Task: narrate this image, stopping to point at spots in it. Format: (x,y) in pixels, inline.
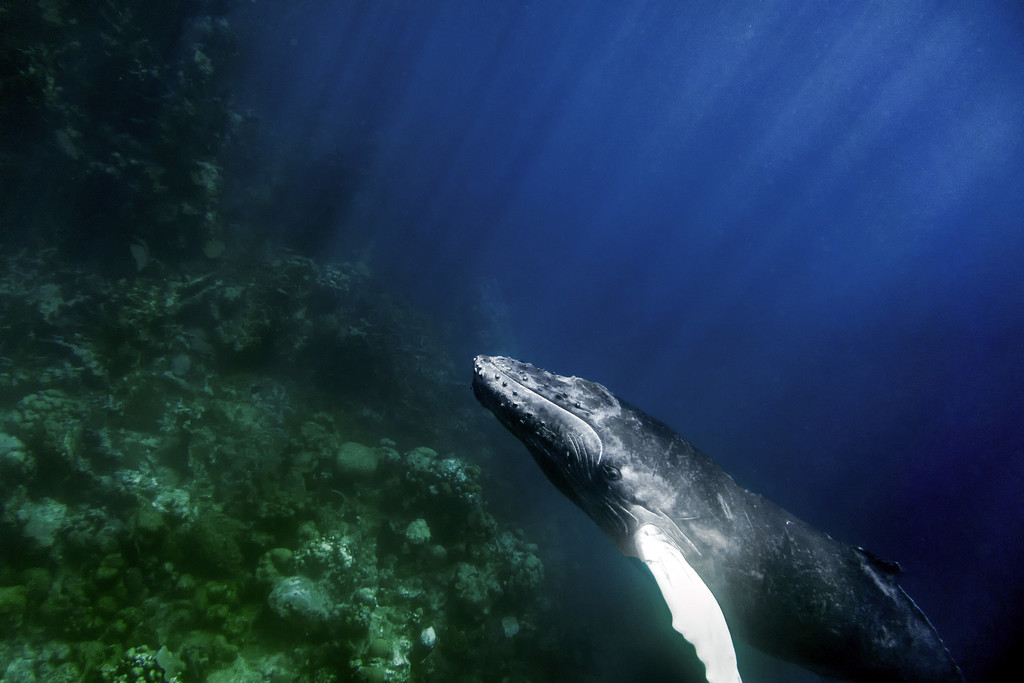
It is an underwater environment. In this image, we can see a whale (761,559) and corals (387,609).
